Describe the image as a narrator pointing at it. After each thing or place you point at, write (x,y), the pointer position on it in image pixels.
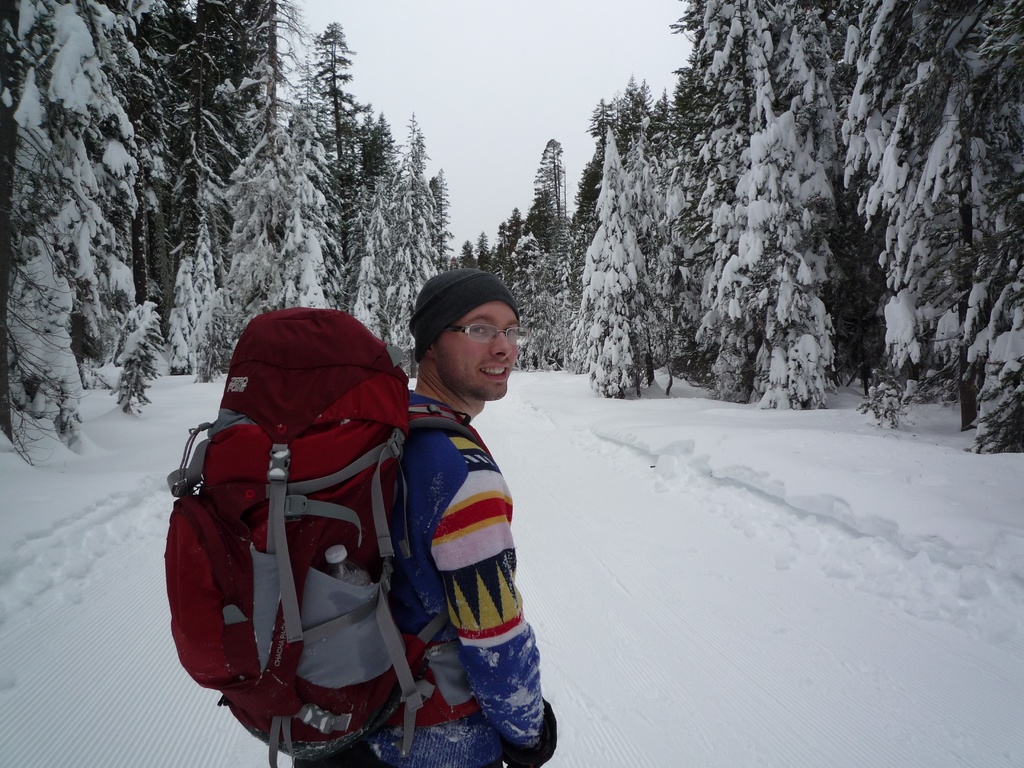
Here we can see a man (432,555) standing with a back pack (292,537) at a snowy area (640,535), and here at the left side (268,159) and the right side both we can see trees (233,188) covered with snow (775,172), the sky (574,114) is overcast.
